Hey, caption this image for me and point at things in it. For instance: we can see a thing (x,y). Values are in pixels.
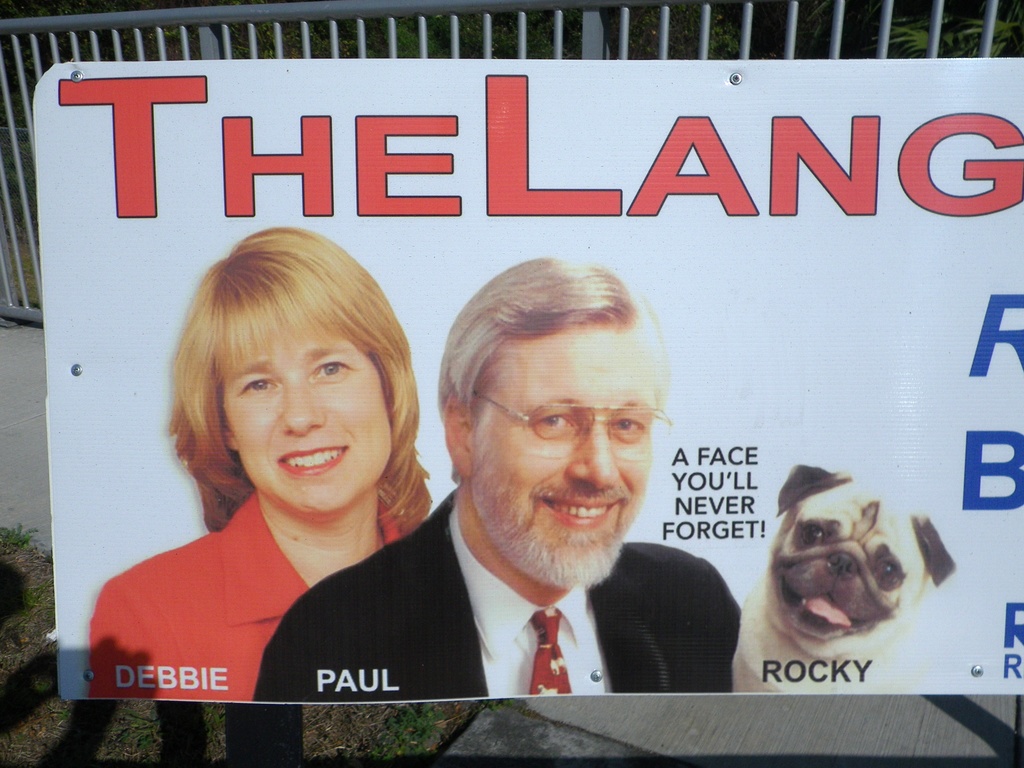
In the picture I can see a board (411,388) which has photos (375,513) of a man (454,515), a woman (334,536), a dog (881,602) and something written on it. In the background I can see fence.
